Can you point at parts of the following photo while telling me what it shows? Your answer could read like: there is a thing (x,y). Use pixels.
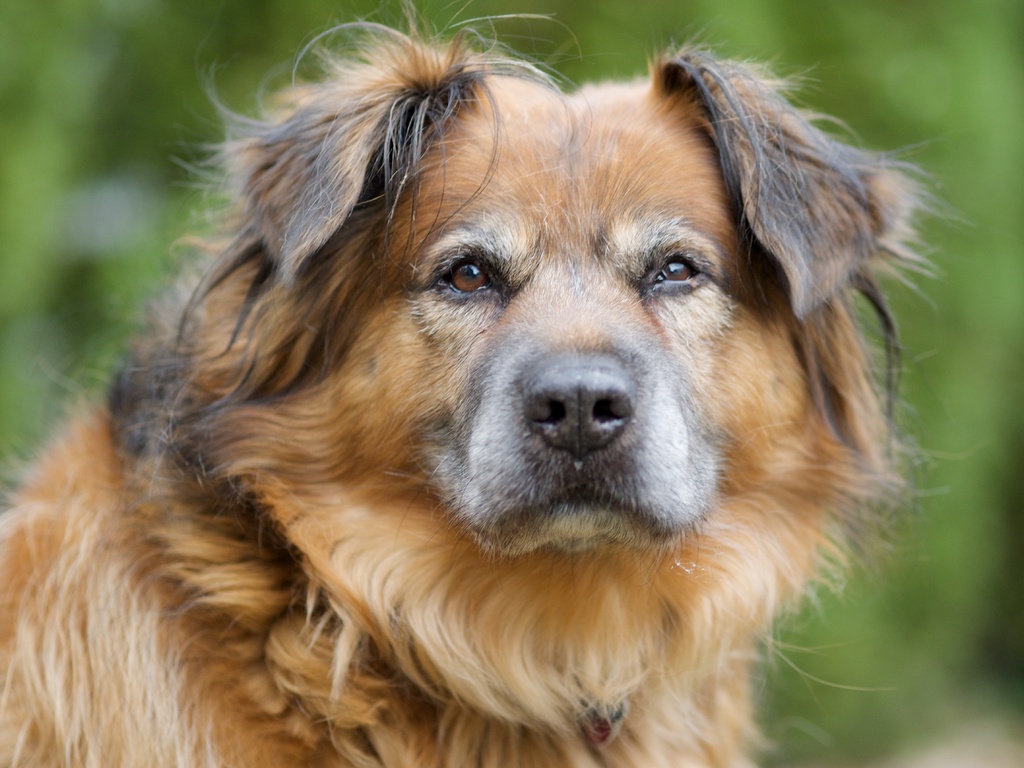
In the center of the image (348,279), we can see a dog (456,406) and the background (976,108) is blurry.
